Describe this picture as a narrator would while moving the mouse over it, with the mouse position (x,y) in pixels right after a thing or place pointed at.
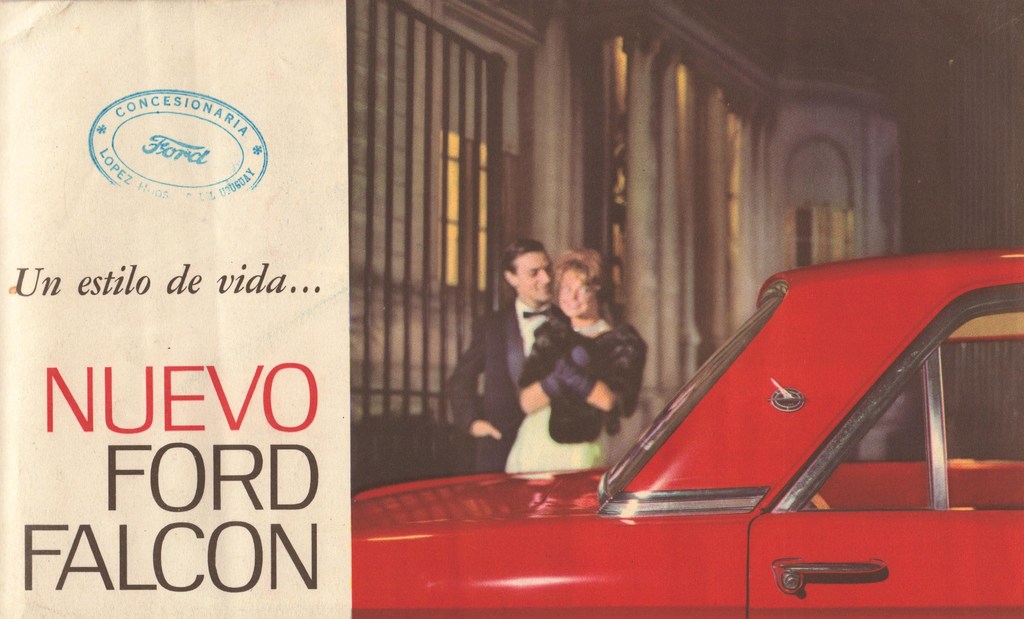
In this image I can see a red colour car (1018,398) and in background (616,428) I can see two people (512,336) are standing. I can also see this image is little bit blurry from background (947,186) and here I can see something is written.
